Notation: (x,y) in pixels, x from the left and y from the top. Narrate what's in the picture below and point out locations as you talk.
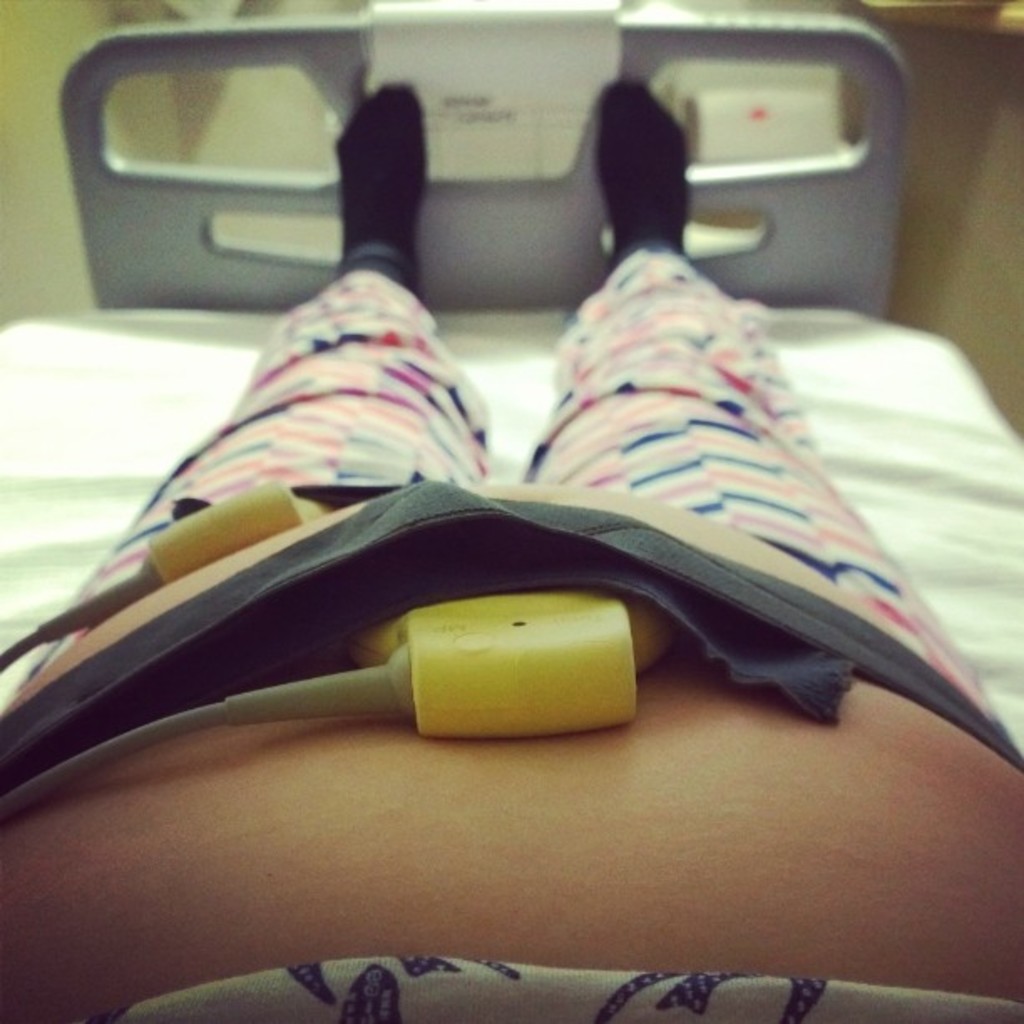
In this image there is a person (643,372) lying on the bed (719,172) and there is an object (57,774) on the person (513,749). At the back (538,143) there is a paper (459,69) on the bed (643,16) and there is text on the paper (447,122). Behind the bed (656,18) there is an object (819,68) and there is a wall (970,185).
